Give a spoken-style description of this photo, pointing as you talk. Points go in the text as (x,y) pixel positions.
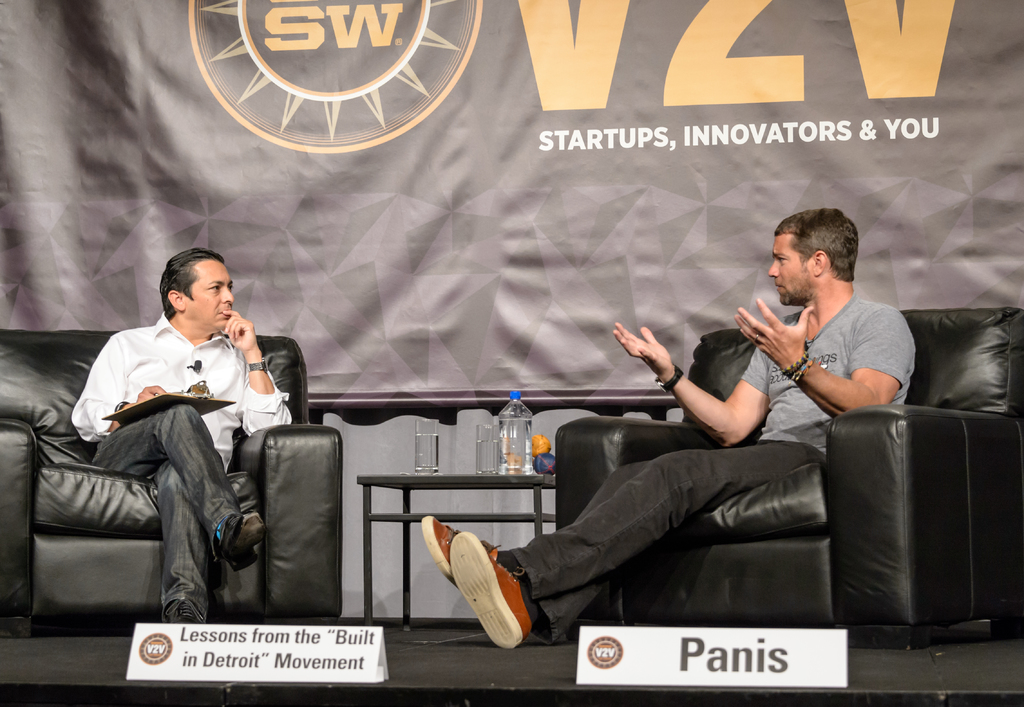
In the picture we can see two men (170,615) are sitting on the black colored sofa (857,503), chairs (99,484) and one man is talking with actions and one man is noting in the paper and between them we can see a small table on it, we can see a water bottle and two glasses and in the background (439,109) we can see a banner (591,233) which is grey in color with some advertisement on it.
